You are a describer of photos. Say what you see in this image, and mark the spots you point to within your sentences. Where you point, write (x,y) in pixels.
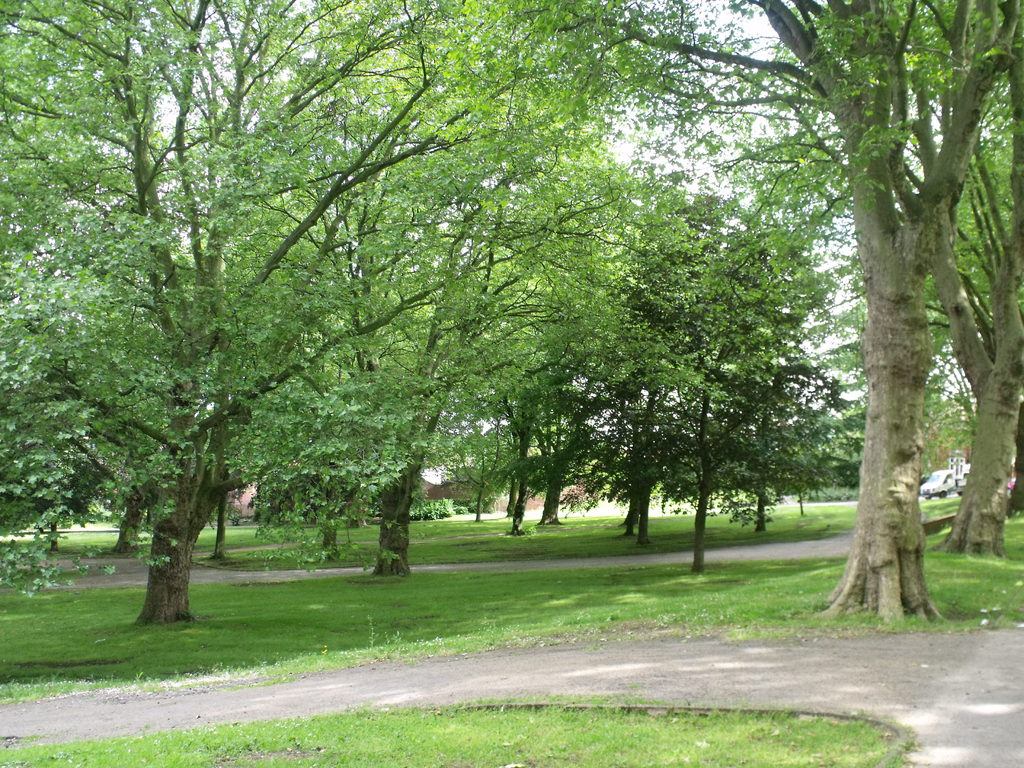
At the bottom of the image (179,745) on the ground (217,702) there is grass (187,734) and also there is a road (405,672). And in the image there are many trees (857,526) and also there is a vehicle (950,477).
